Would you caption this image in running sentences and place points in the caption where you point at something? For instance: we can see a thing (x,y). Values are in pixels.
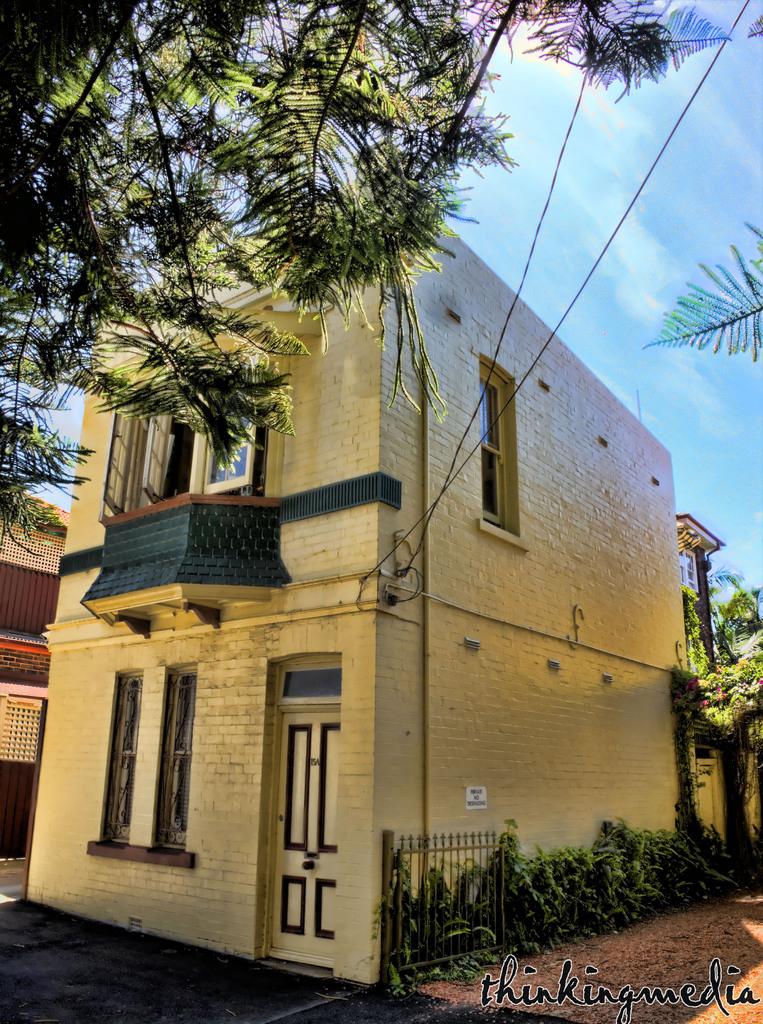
In this image there is the sky (578,149) towards the top of the image (591,142), there are clouds (610,113) in the sky (685,236), there are buildings (287,627) towards the left of the image (187,681), there are windows (258,449), there is a door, there is a wall (418,499), there are wires (452,465) towards the top of the image (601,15), there are trees (245,138) towards the top of the image (268,138), there are plants (653,870), there is a gate (501,891), there is a road (124,973) towards bottom of the image (166,984), there is text (576,1002) towards the bottom of the image (625,995).
